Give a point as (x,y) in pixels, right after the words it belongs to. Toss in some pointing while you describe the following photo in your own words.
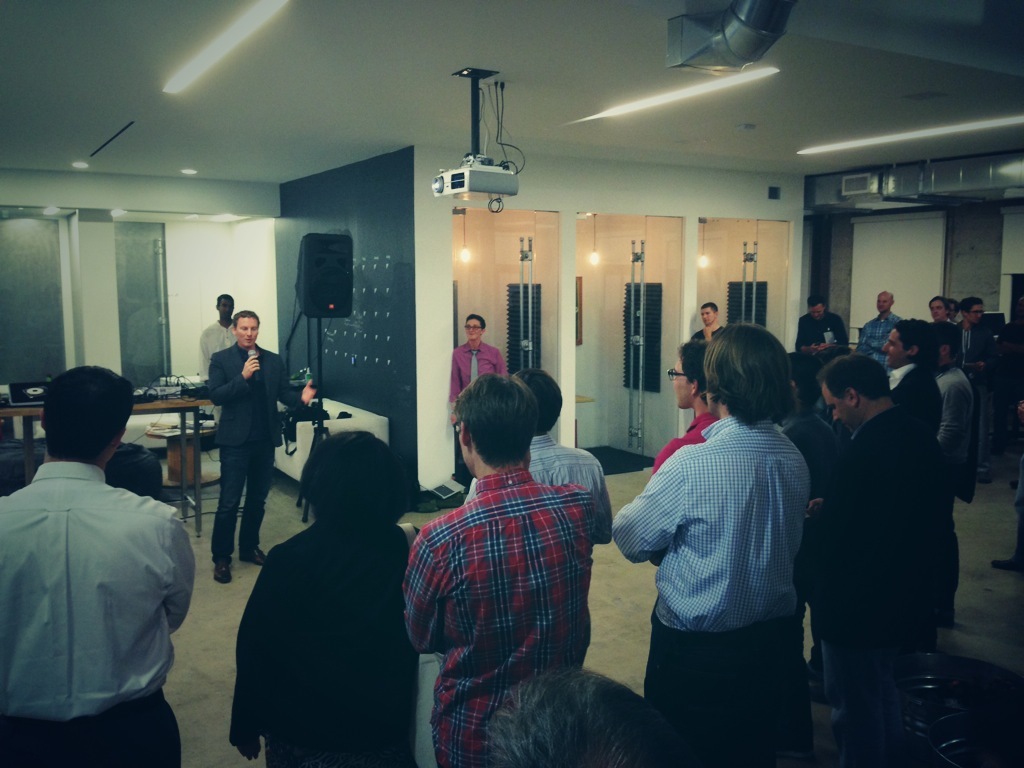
In this picture we can see a group of people (287,657) on the floor (227,653), one person (249,538) is holding a mic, here we can see a speaker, projector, laptop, lights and some objects (198,532) and in the background (596,65) we can see a wall (708,195), roof (587,95).
